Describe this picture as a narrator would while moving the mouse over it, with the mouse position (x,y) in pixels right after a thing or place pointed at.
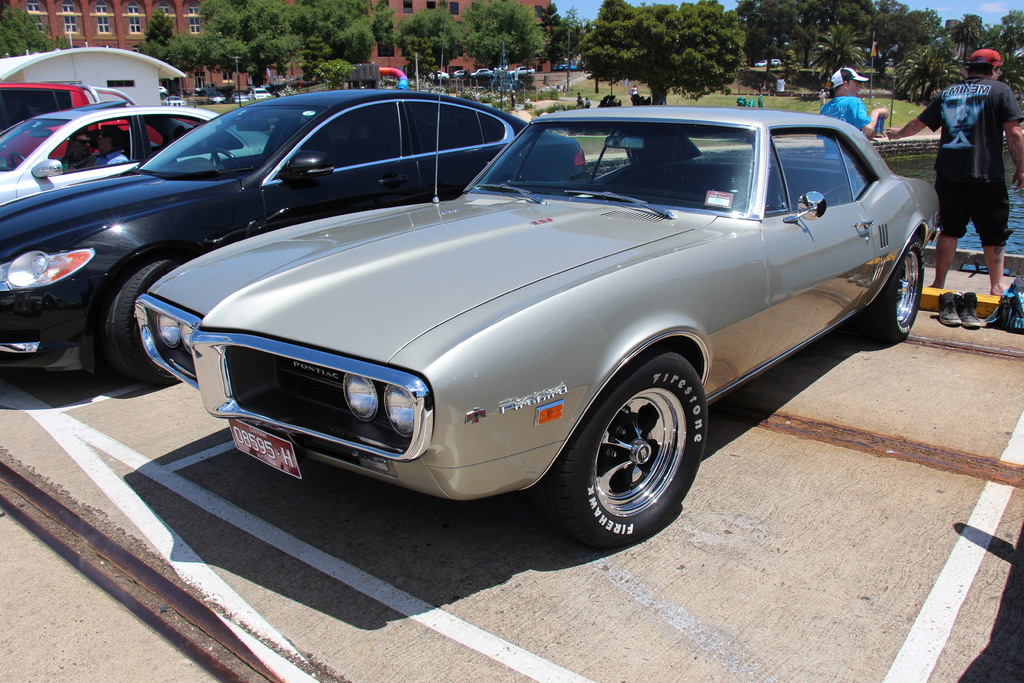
There are many vehicles (176,213). On the right side (857,125) there are two people (951,129) wearing caps (849,77). On the ground (979,280) there are shoes (959,315). In the back (268,46) there are trees (257,42) and building (92,21) with windows (138,19).
